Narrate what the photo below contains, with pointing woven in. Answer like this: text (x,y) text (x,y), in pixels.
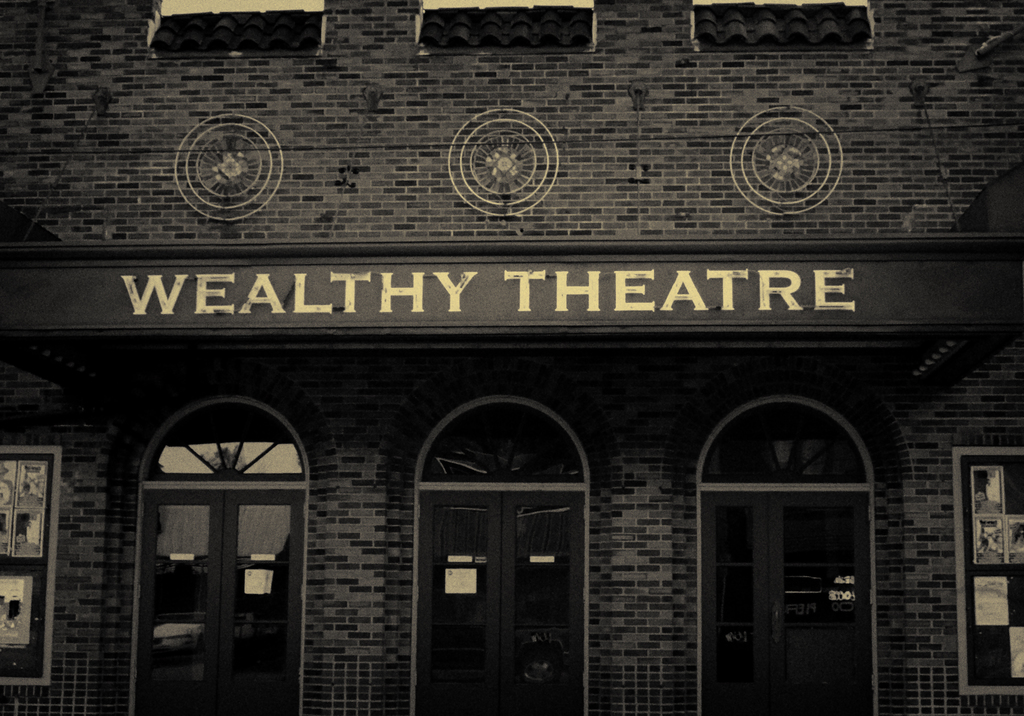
In this picture we can see a building (942,264), roof tiles (533,17). We can see there is something written. At the bottom portion of the picture (529,663) we can see the doors (816,672). On the right (994,535) and left side of the picture (51,571) we can see the posters (1001,612) on the boards (1007,576).
